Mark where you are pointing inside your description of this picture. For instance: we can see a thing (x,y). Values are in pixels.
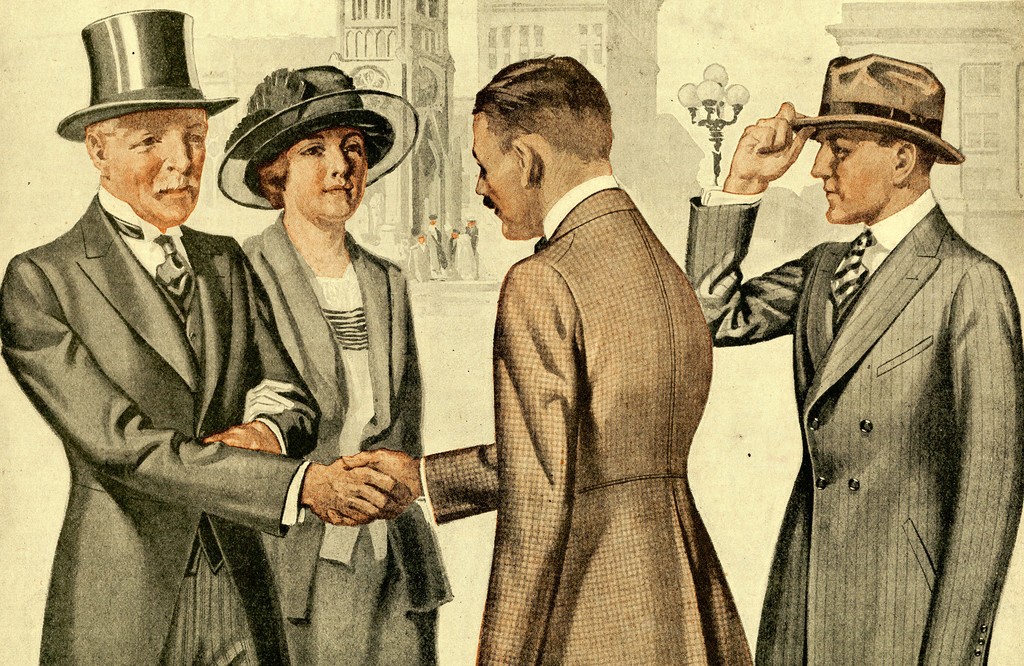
It is a painted image. In front of the image there are two people (435,505) shaking their hands (372,489). Behind them there are two other people (848,451). In the background of the image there are lights (710,139). There are people (473,245). There are buildings (375,49).
